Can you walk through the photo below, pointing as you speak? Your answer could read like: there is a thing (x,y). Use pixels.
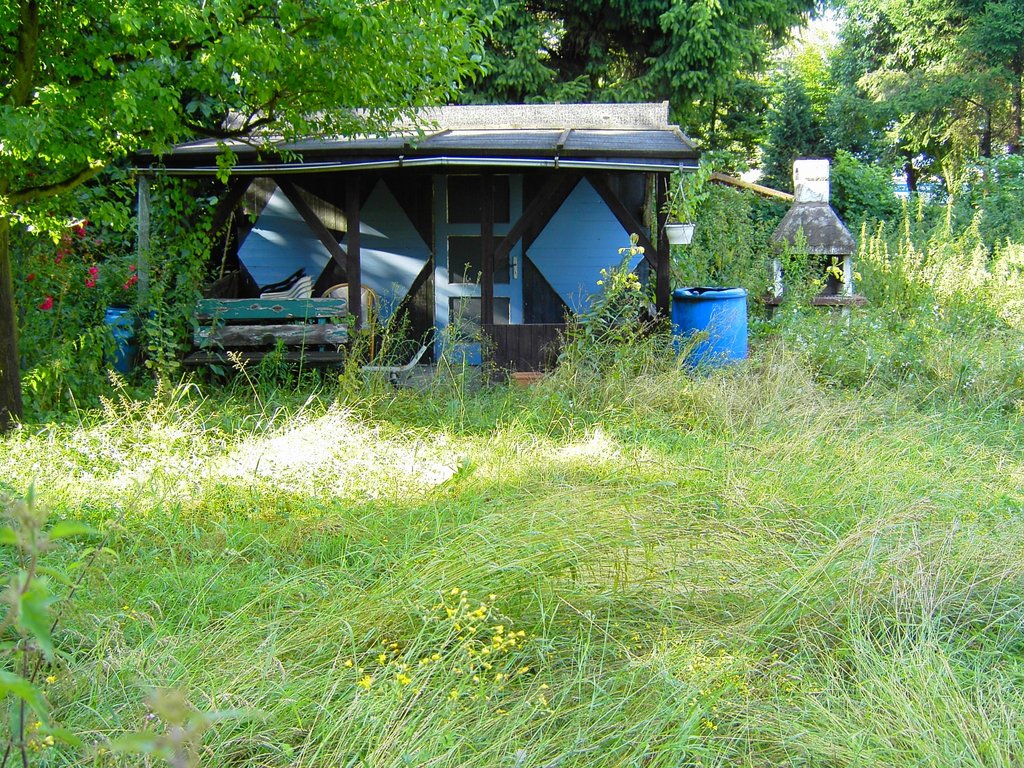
In this image there are trees (680,64) towards the top of the image (692,84), there are plants (507,645) towards the bottom of the image (495,581), there are flowers (488,652), there is a wooden house (524,286), there is a door (466,188), there are chairs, there are objects (700,319) on the ground (115,425).
